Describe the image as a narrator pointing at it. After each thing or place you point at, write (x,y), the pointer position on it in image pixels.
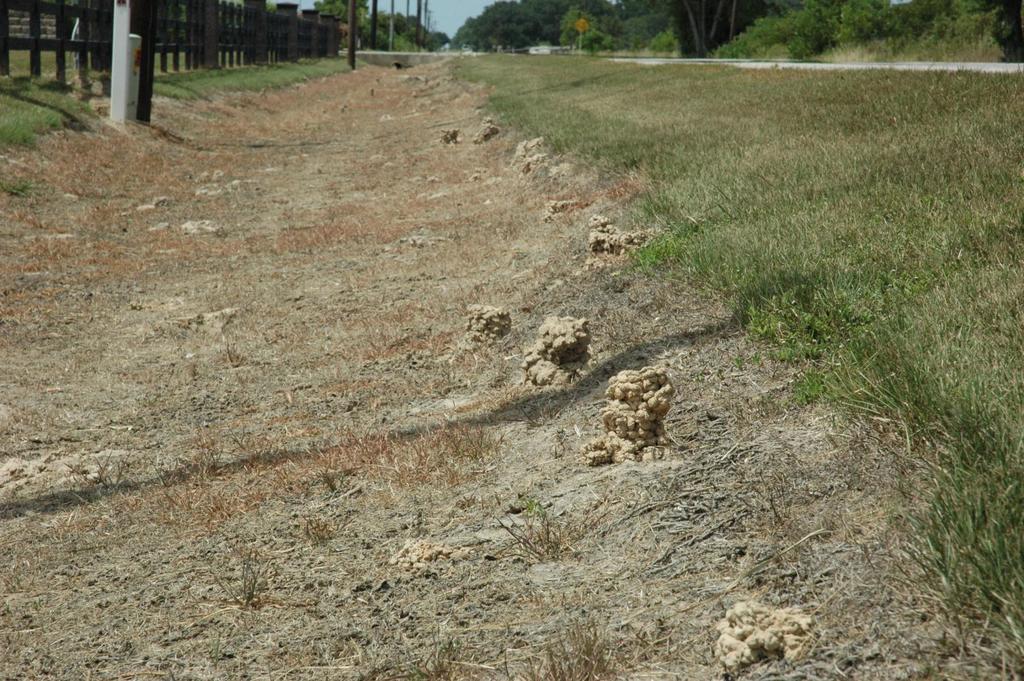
In this image there is a land (385,249) in the middle (369,356). On the land (196,339) there is soil (314,358). On the right side (706,139) there is grass (706,114). On the left side (260,19) there is a fence (212,43). In the middle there are poles (354,33).
